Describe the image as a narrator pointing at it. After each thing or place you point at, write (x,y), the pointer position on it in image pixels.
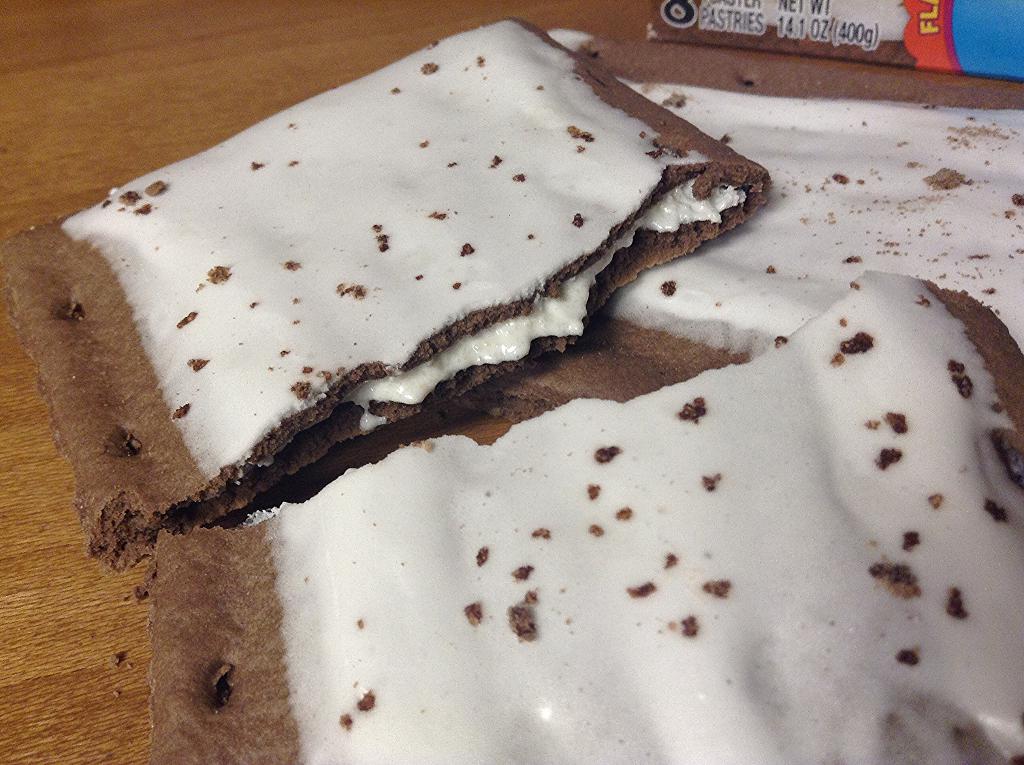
In this image we can see a broken biscuit (423,543) with cream (314,506) placed on the table (141,670).
